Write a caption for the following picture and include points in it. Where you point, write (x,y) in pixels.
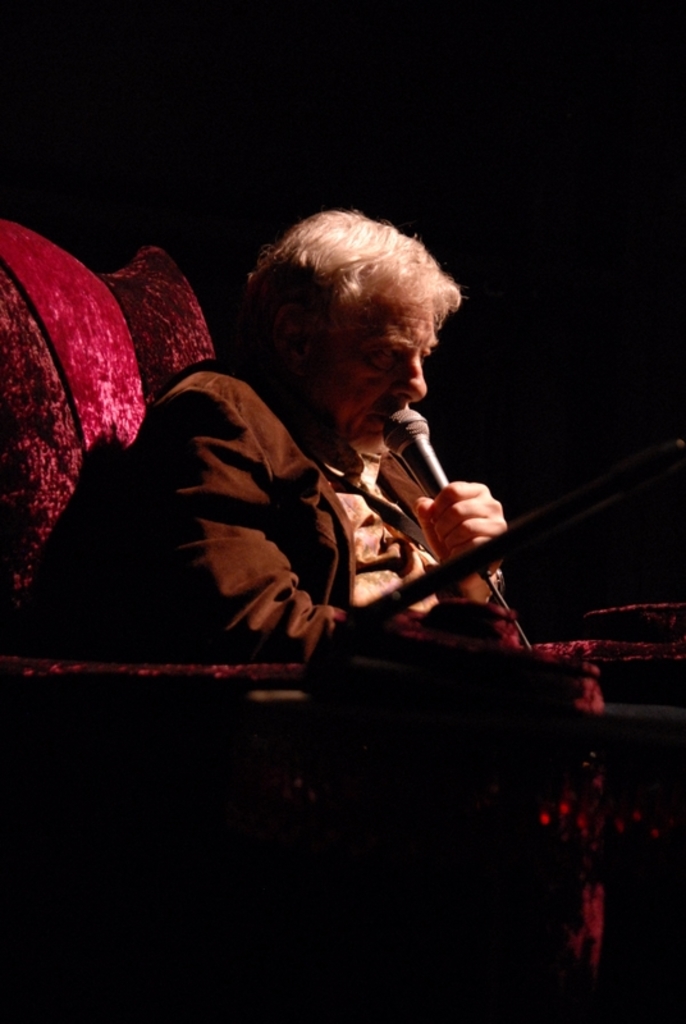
In this image there is a man (171,533) sitting on a couch (80,305). He is holding a microphone (401,433) in his hand (438,497). The background (350,58) is dark.
